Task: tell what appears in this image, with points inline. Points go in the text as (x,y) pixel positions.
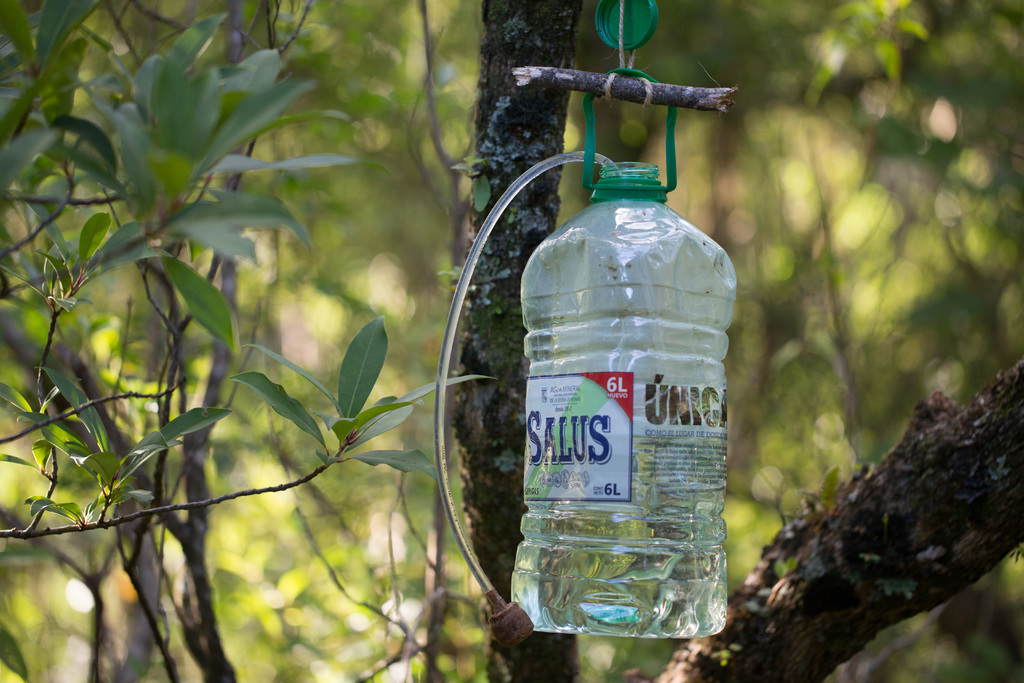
Here we can see a bottle (592,120) hanged to the tree (485,503), and a label (623,421) on it.
